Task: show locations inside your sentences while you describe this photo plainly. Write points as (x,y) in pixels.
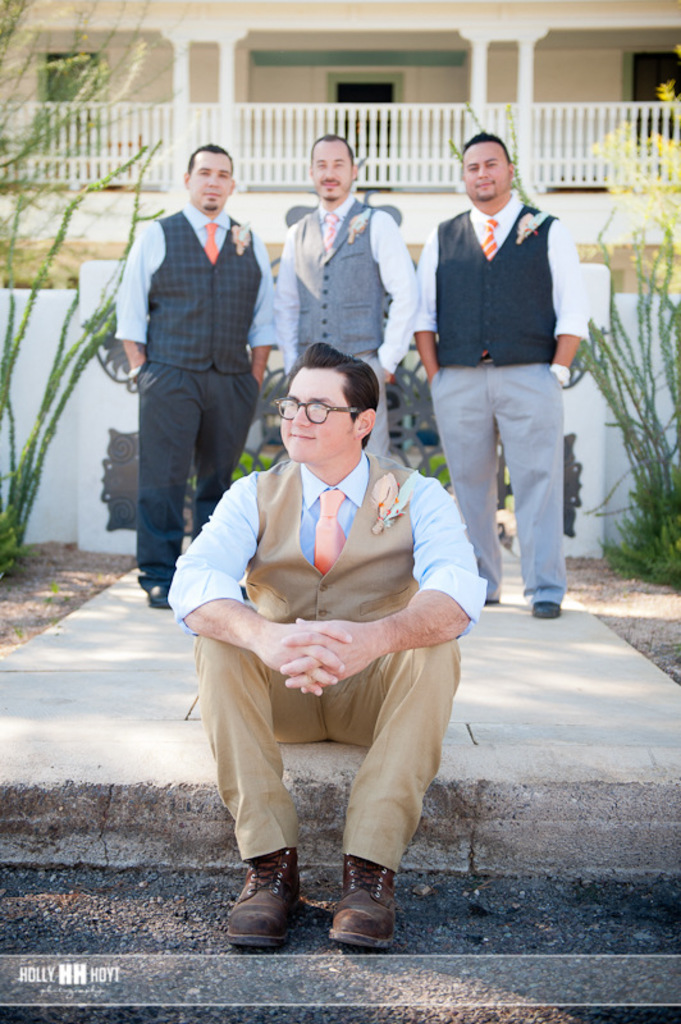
In this image we can see three men (253,413) standing on the floor (447,833) and a man (298,459) sitting on the floor (443,843). In the background (394,66) we can see buildings (432,87), concrete grill (281,112), sand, walls (87,382) and plants (79,374).
